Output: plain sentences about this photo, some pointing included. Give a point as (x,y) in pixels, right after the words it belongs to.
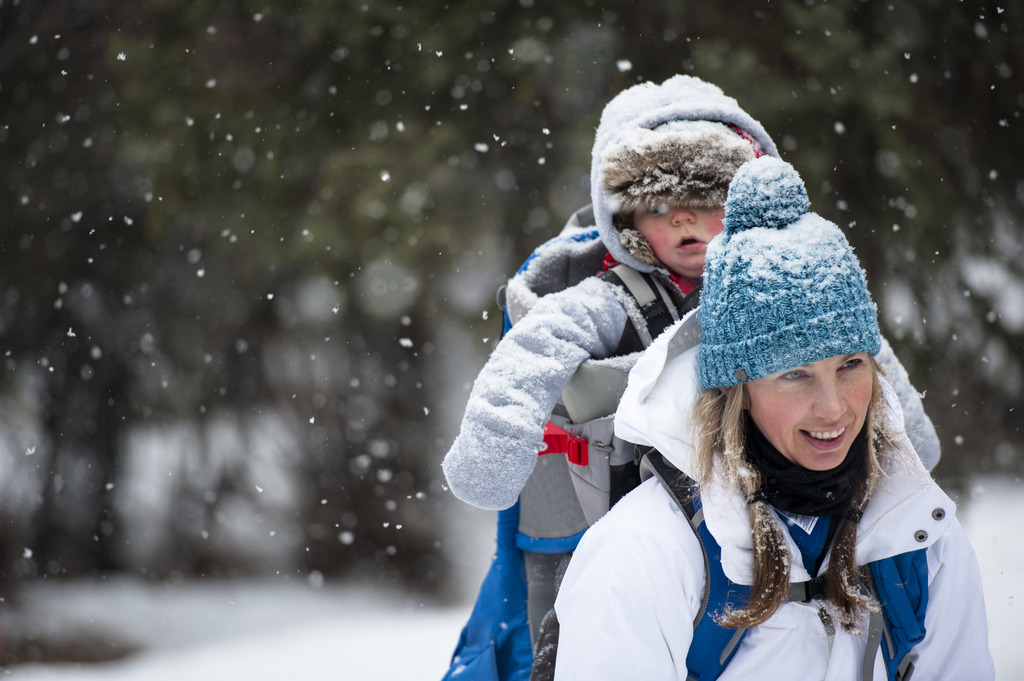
In this image we can see a woman (648,596). She is wearing a white color jacket (778,628) and a blue cap (780,308). She is carrying a baby (565,327) in a baby carrier (577,428). Baby (579,343) is wearing a jacket (602,323). The background is blurry.
